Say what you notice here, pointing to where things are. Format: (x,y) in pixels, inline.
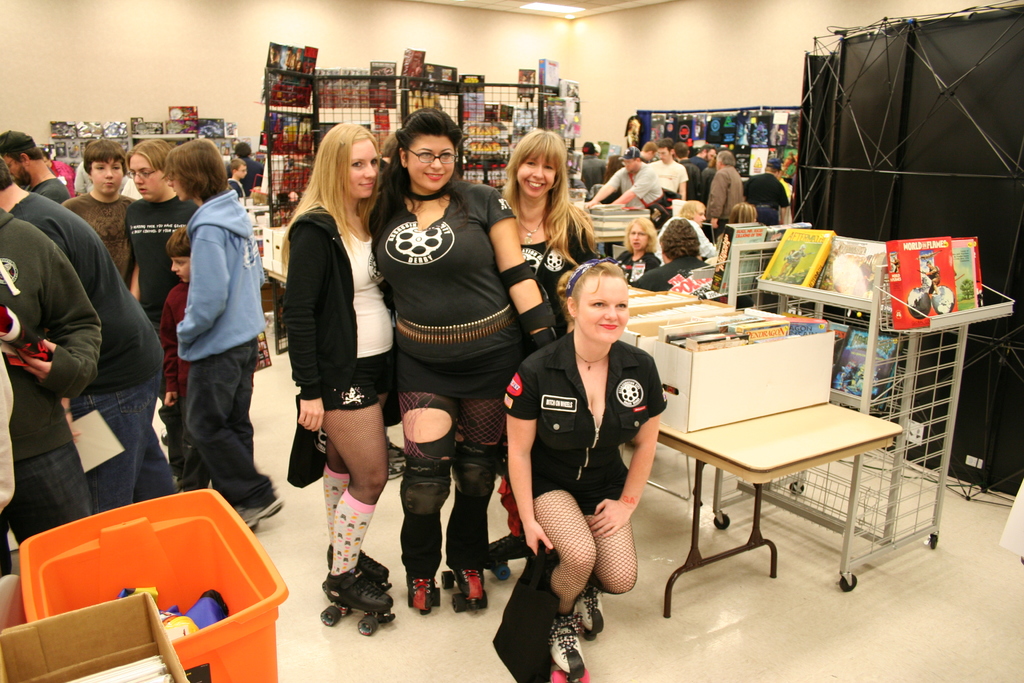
this picture shows a group of people (312,426) standing in a store (672,281) and we see few people (673,229) seated and we see books (818,328) on the table (880,436) and we see a rack (483,107) on the back (502,106).
